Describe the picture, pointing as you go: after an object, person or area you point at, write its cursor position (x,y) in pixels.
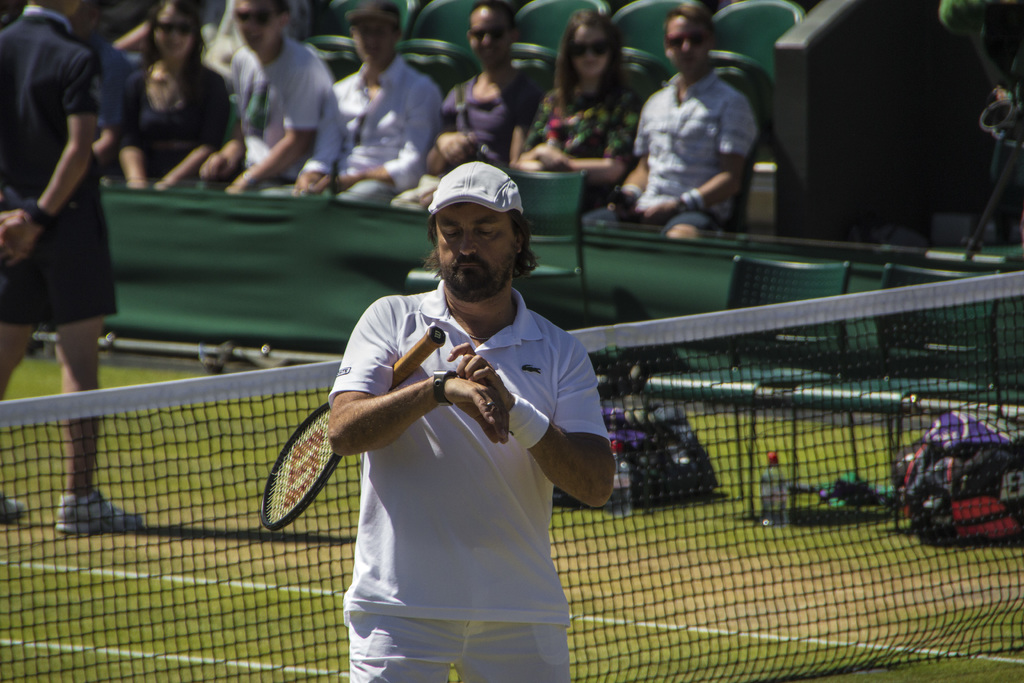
Front the person (523,547) in white t-shirt (456,424) holds a bat (288,450) and wore white cap (491,189). Far this persons (406,84) are sitting on a chair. On floor (756,488) there is a bag (961,465) and bottle (774,466). This person (44,221) is standing. This is fence (905,341).
